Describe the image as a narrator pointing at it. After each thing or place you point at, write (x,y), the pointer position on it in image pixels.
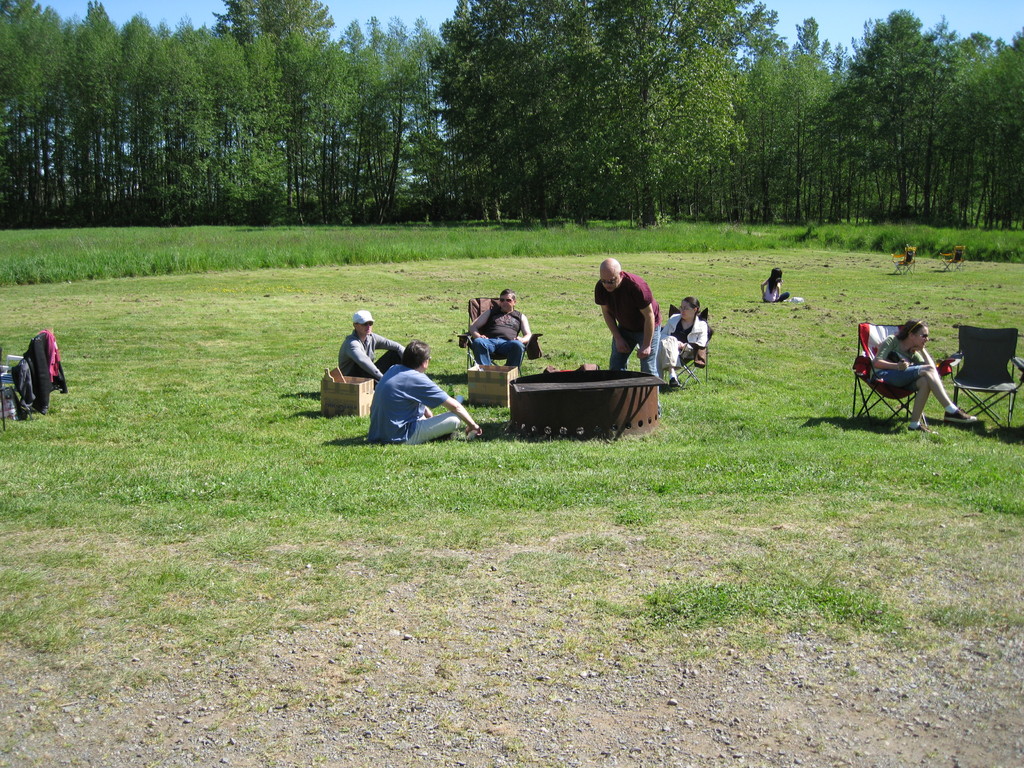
At the bottom of the image (319,573) on the ground (544,513) there is grass (218,406). And there are three persons (475,341) sitting on the chairs (941,362). And there are few people (383,372) sitting on the ground (450,367). There are few empty chairs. On the ground (495,412) there are boxes (368,395) and some other things (609,380). In the background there are trees (242,111).
